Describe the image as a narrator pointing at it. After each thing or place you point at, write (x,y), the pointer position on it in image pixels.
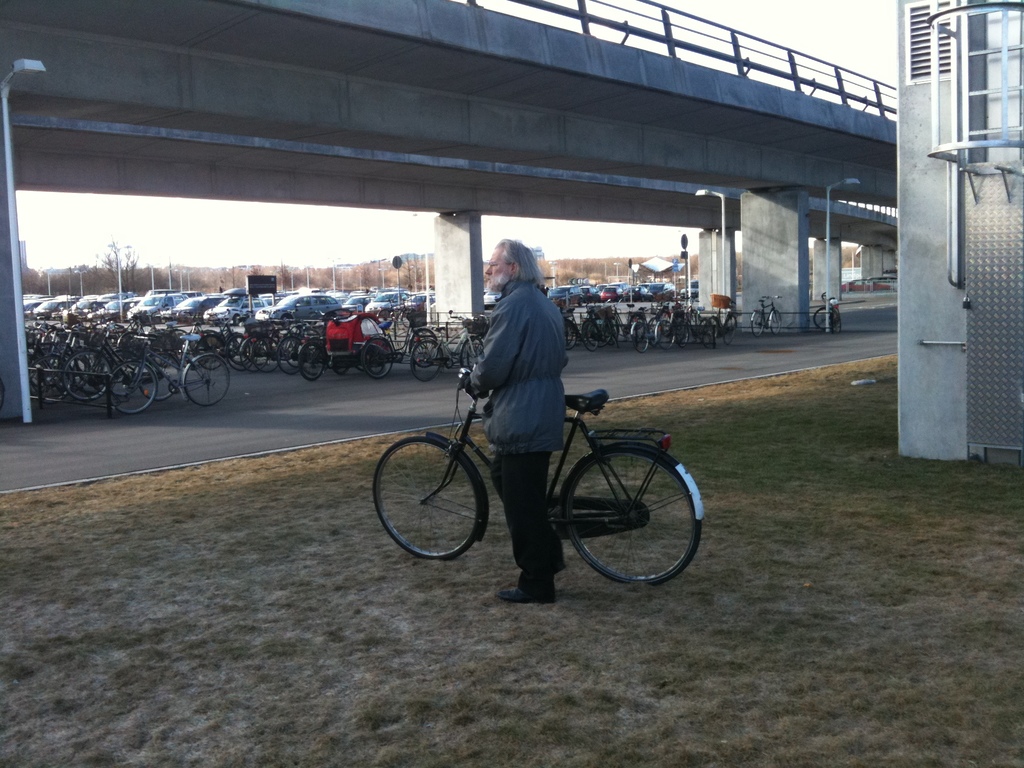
In the center of the image (527,495) we can see a man (529,537) standing and holding a bicycle (586,525). On the right (907,115) we can see a concrete structure (929,417). In the background (221,301) there are poles (5,146), bicycles (390,341), cars (370,302), bridge (350,155) and sky (790,42).
